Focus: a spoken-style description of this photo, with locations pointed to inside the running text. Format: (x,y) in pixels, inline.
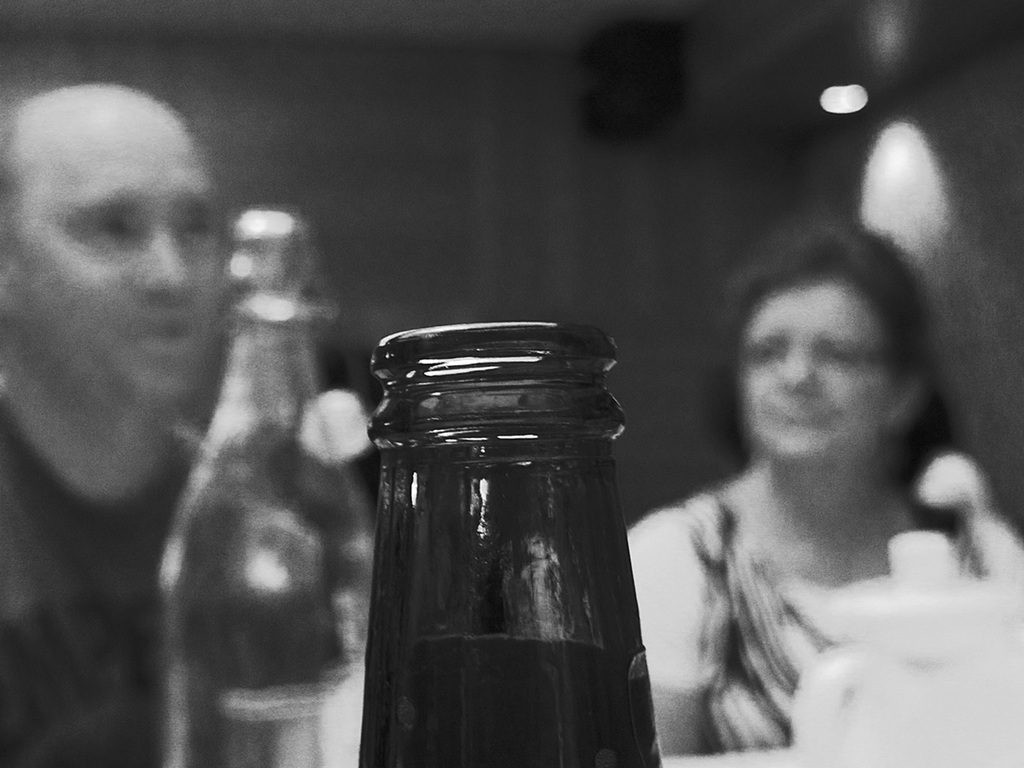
This is a black and white picture. Here we can see a women (811,389) and a man (105,331) and it's very blurry. In this a bottle (577,573) is highlighted. This is a light (853,99).
